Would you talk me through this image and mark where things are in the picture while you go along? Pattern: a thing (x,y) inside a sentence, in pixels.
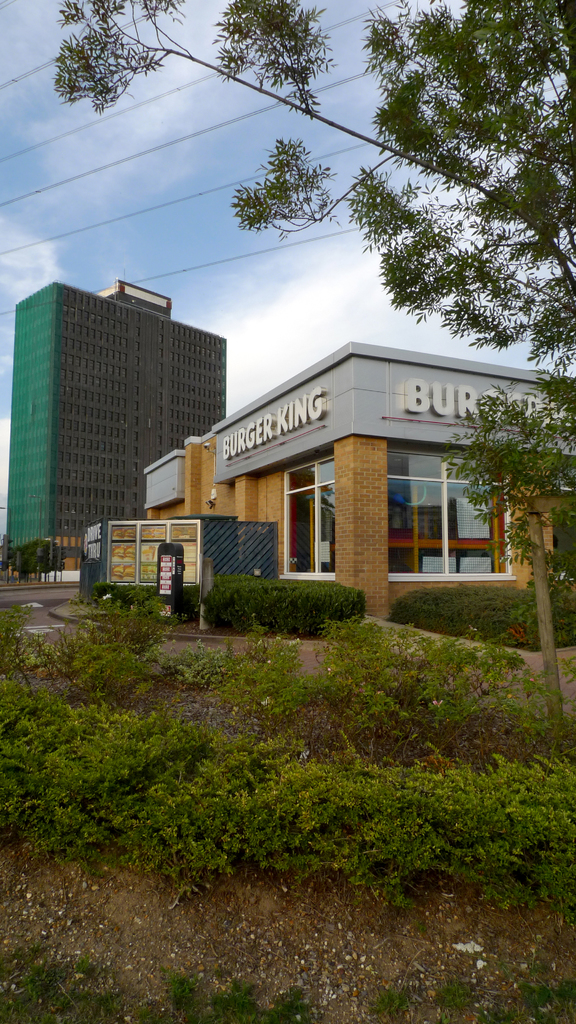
In this picture we can see plants (413,662), buildings (109,483), road (47,621), trees (396,292), wires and in the background (370,111) we can see the sky (180,104) with clouds (146,160).
